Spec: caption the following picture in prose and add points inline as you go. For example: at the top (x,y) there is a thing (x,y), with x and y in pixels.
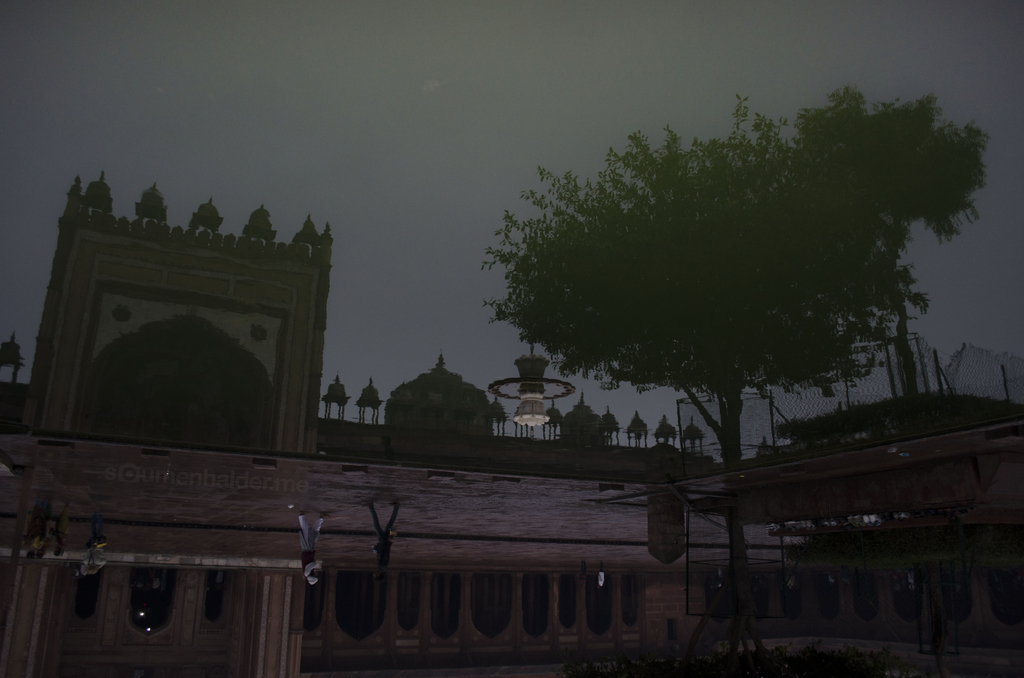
In this image I can see a fort (143,403) visible in the middle (474,445) and I can see another fort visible upside down at the bottom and I can see there are persons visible in front of building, in the middle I can see the sky (727,66) at the top (798,66).
